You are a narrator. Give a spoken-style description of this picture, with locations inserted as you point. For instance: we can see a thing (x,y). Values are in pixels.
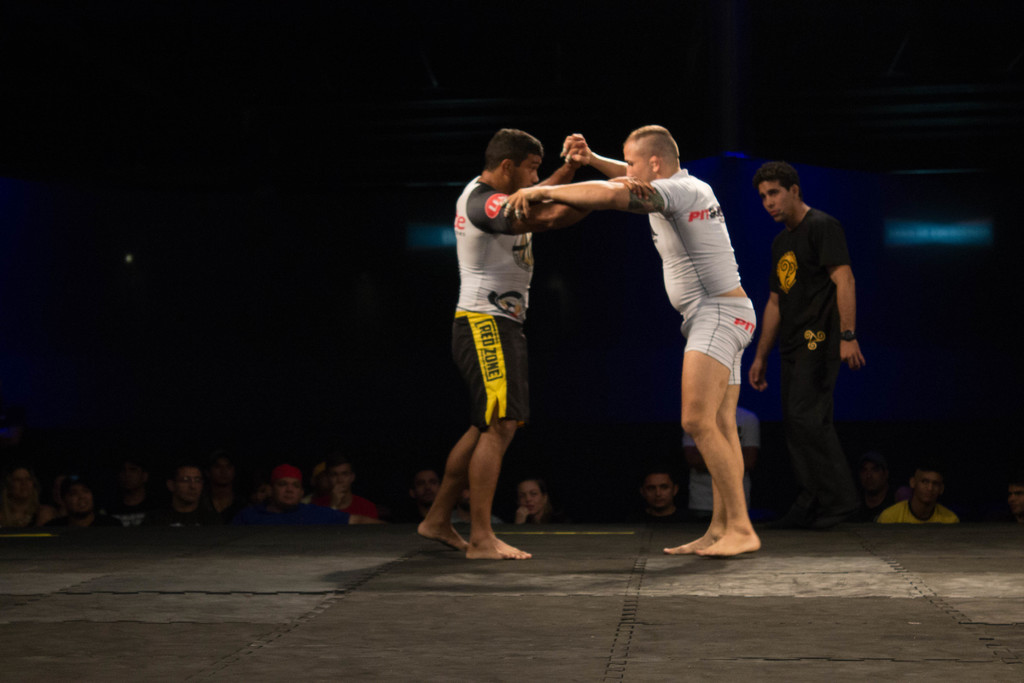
In the picture we can see two people (489,236) are wrestling and one man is standing and watching and in the background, we can see some people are standing and watching them.
